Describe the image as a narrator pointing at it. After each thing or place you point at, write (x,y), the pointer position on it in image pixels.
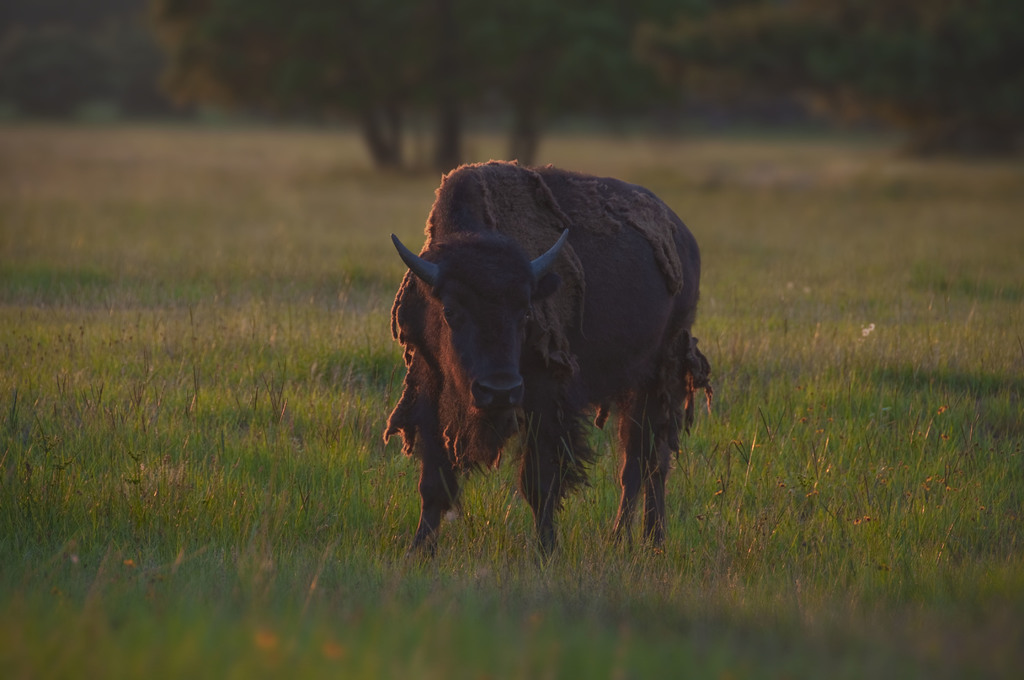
In this image we can see a wild bull (474,343) which is of brown color standing and at the background of the image (519,110) there are some trees (519,143).
